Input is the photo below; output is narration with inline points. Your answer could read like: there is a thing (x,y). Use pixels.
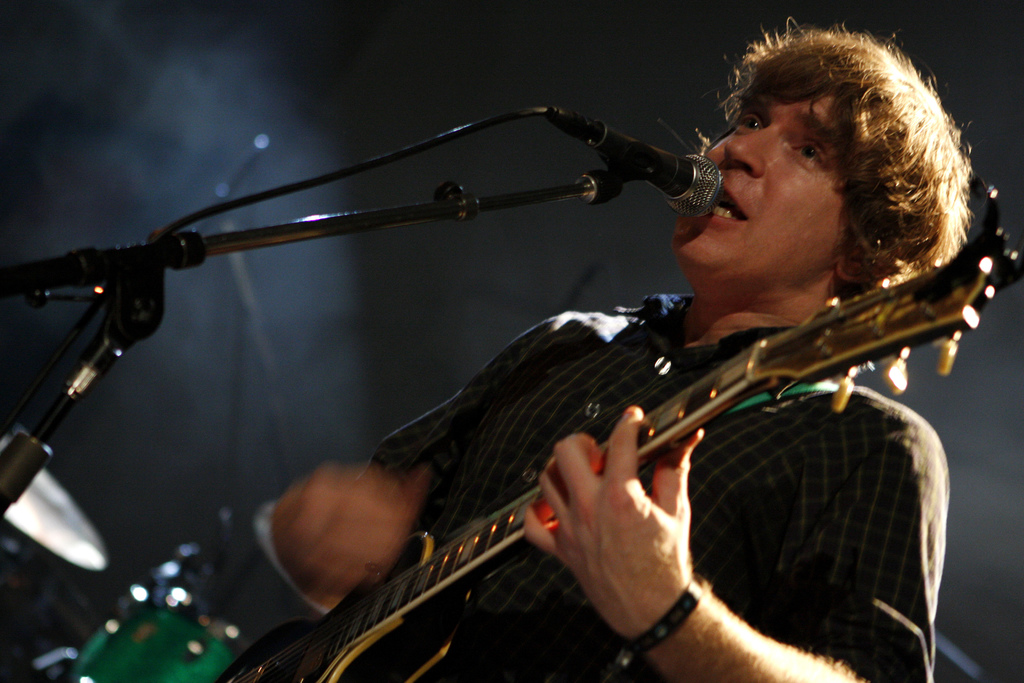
A man (681,241) is singing with a mic (664,168) in front of him while playing the guitar (523,501). There is a light (601,323) flashing on him from the top. There are some drums (223,623) in the background (172,602).
